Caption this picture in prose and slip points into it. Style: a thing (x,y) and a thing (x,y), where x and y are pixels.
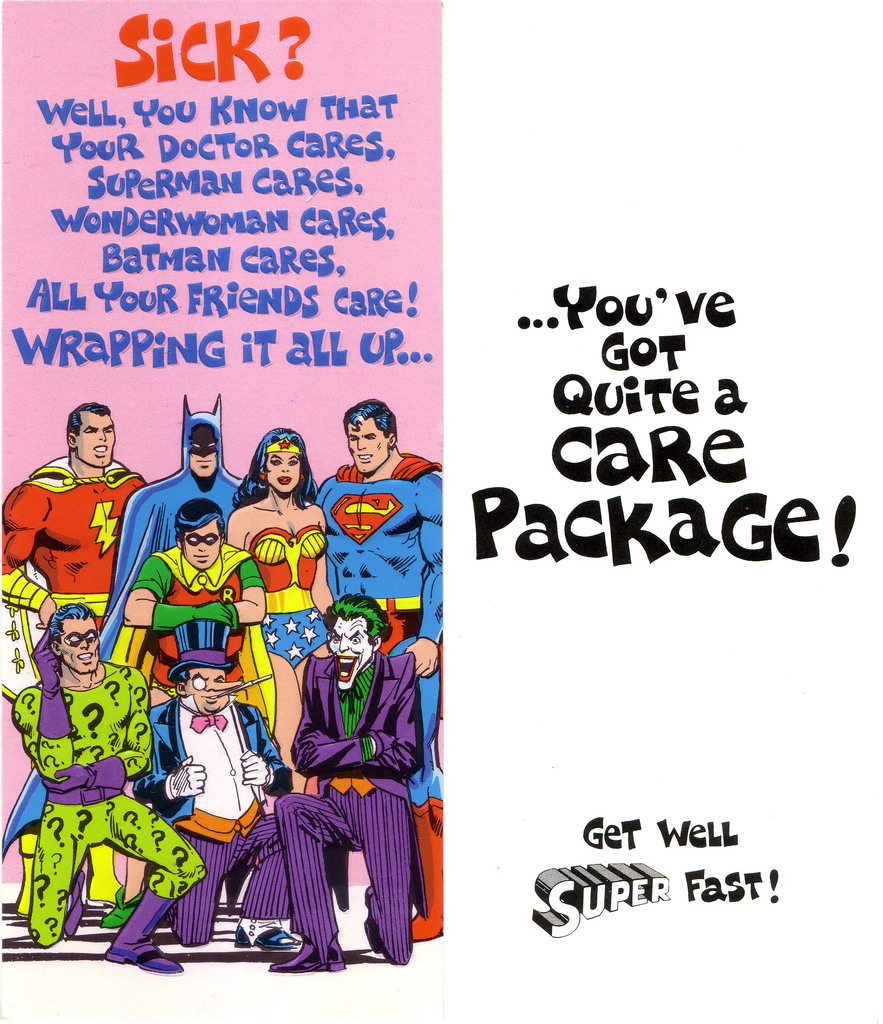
In this image we can see a poster (169,309) with text (165,289) and pictures (245,639) of persons (225,636) on it, also we can see the text (648,530) on the image.
